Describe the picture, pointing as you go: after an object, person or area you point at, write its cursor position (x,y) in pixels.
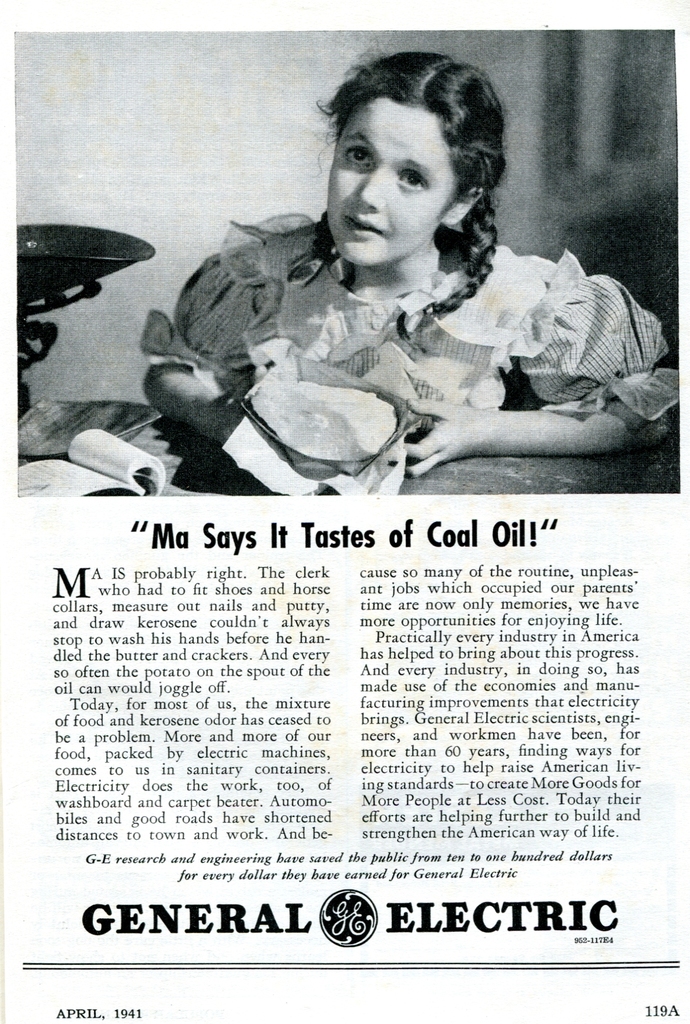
In this picture there is a girl (508,295) who is sitting near to the table (497,469). On the table (470,469) we can see book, tissue paper (346,486). On the bottom (41,973) we can see page (358,506) and we can read some english passage (366,782).
